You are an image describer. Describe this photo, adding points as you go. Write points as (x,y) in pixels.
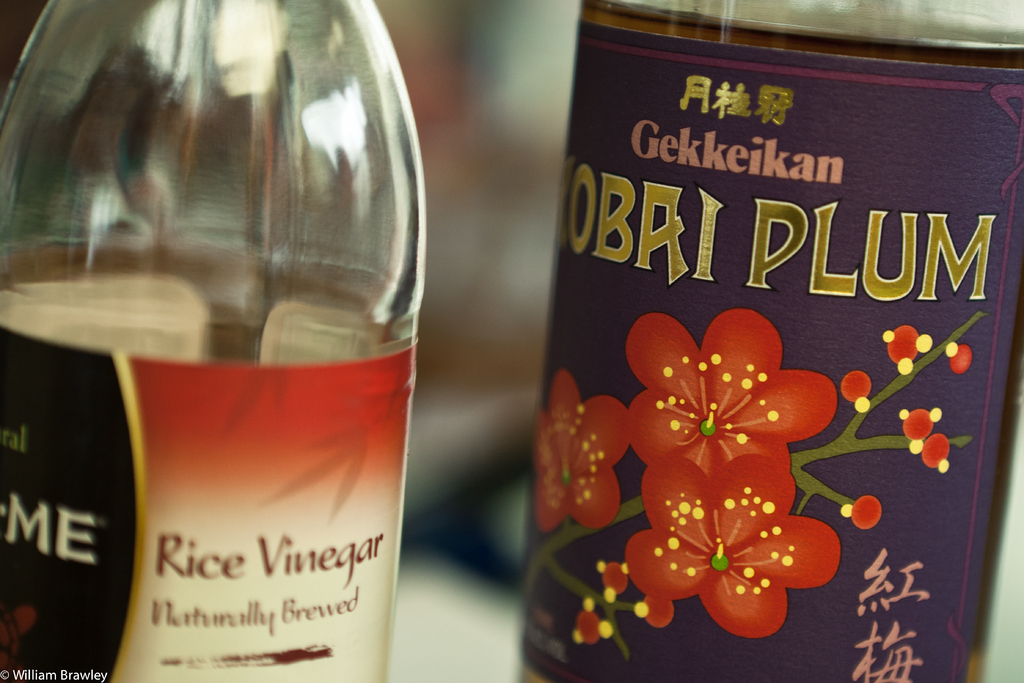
In this image i can see two bottles (334,337).
